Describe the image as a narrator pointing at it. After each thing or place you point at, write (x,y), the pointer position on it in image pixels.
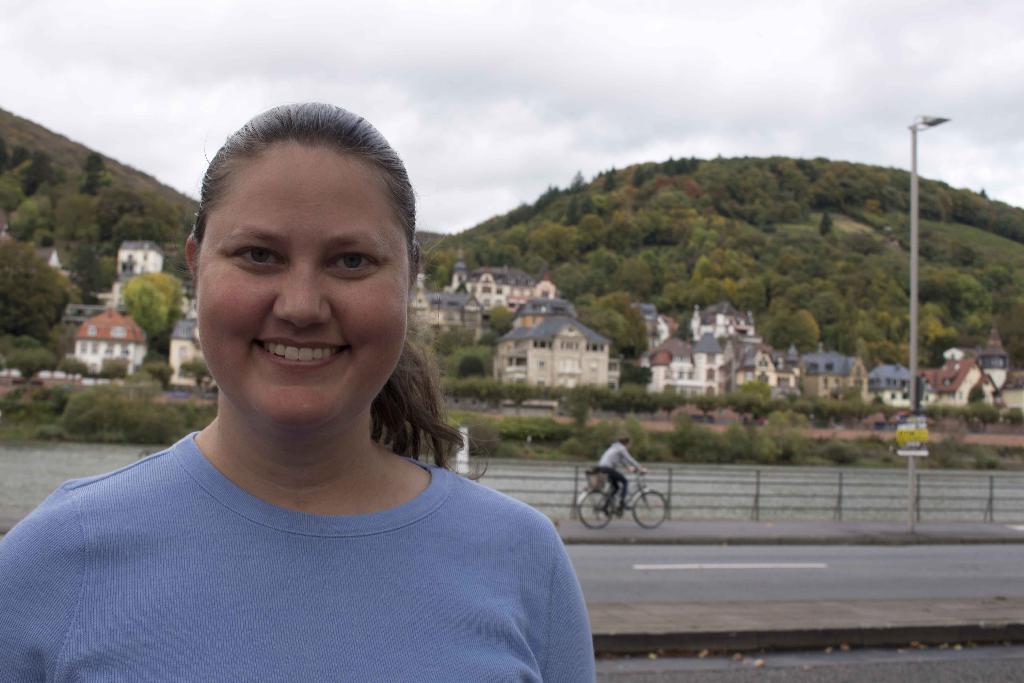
In this image there is women (192,511), she is wearing a blue color T-shirt (434,489), in the background (670,564) there is road (843,554) and footpath (617,539) and a river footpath (617,539) and river (552,506) are separated with fencing (724,496), in the background (120,336) there are houses (799,381), trees (67,263) and mountains (820,213) and a sky (600,58).
